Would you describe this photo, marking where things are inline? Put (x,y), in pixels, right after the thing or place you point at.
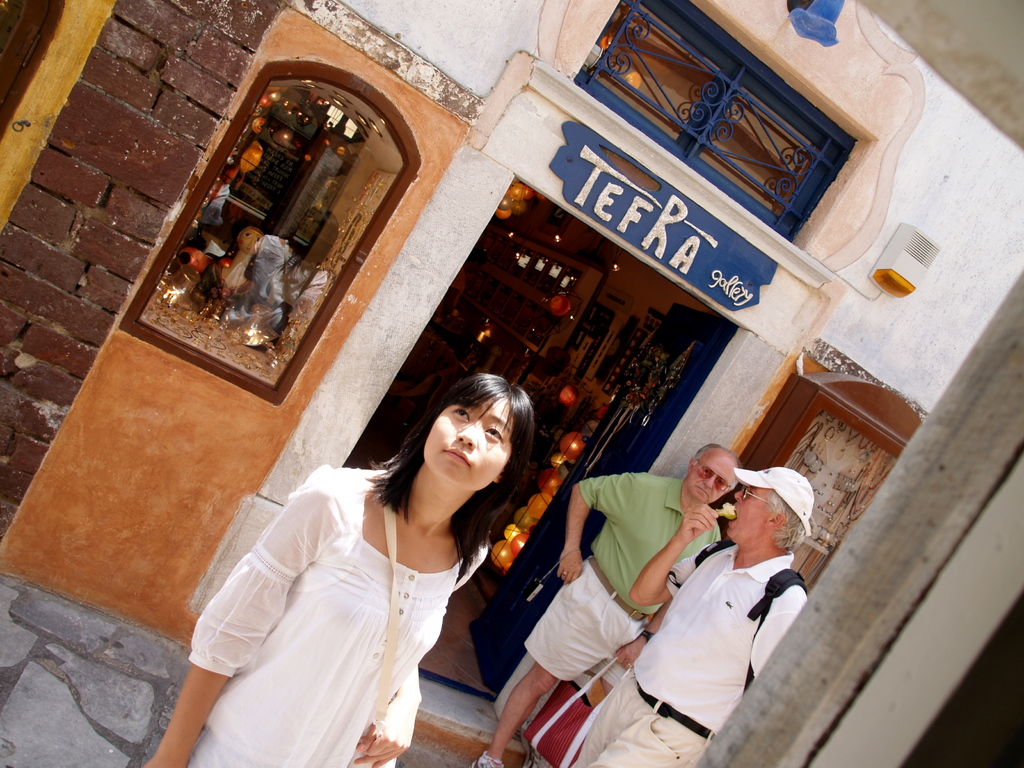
In the picture we can see a woman (188,691) standing on the path (98,726), she is with white dress (231,686), wearing a bag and looking up and behind her we can see two men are standing, one man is in white shirt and white cap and eating something and one man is in the green shirt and behind them, we can see a gallery shop (127,593) with some decorative lights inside and beside the shop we can see a glass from it we can see some things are placed in it.
